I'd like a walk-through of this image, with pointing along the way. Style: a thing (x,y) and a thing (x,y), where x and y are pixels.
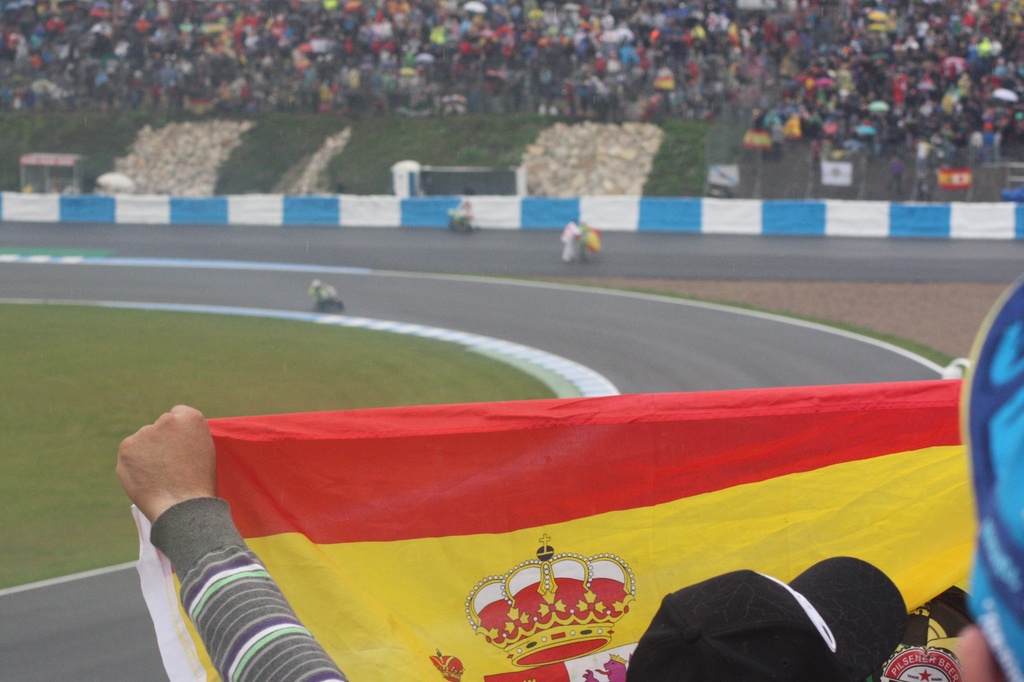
In this image at the bottom (688,572) we can see a person (248,568) holding a cloth (502,543) in the hand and there are objects (799,681). In the background (346,329) the image is blur but we can see few persons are riding bikes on the road (562,302), objects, fence (457,199), boards (512,181), many people (487,19) and grass (138,129).
